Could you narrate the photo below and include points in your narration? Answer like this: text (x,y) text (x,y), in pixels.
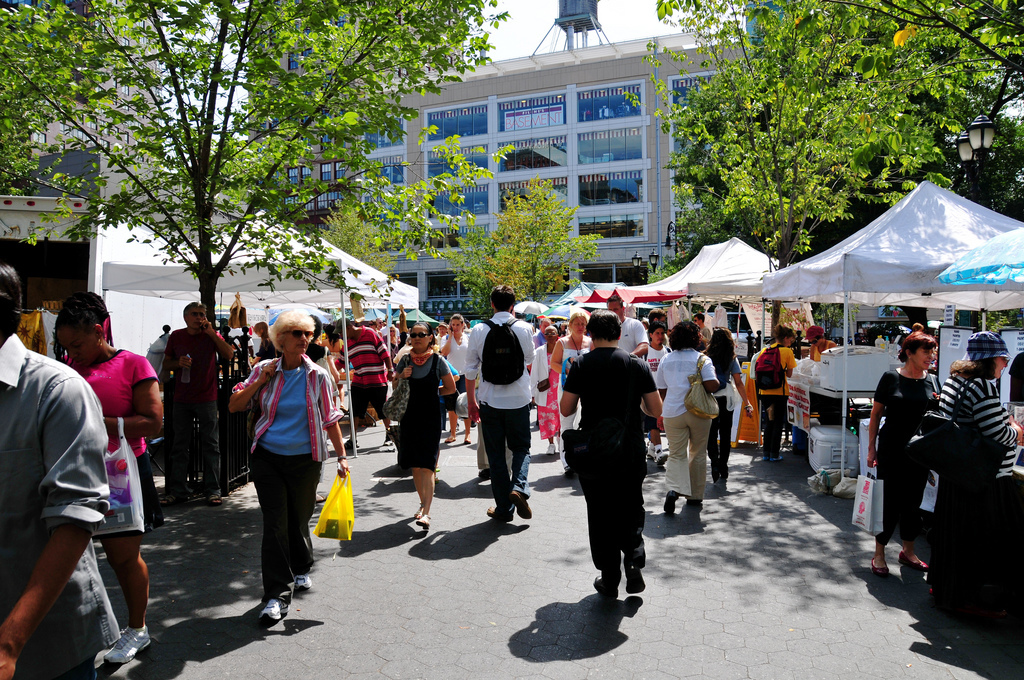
In this picture I can see few people (455,321) walking and few (764,389) are standing and I can see tents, trees (755,167), buildings (505,110) and a cloudy sky (513,51). I can see few people (486,391) wearing bags (919,445) and a woman (263,420) holding a carry bag (339,523) in her hand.
